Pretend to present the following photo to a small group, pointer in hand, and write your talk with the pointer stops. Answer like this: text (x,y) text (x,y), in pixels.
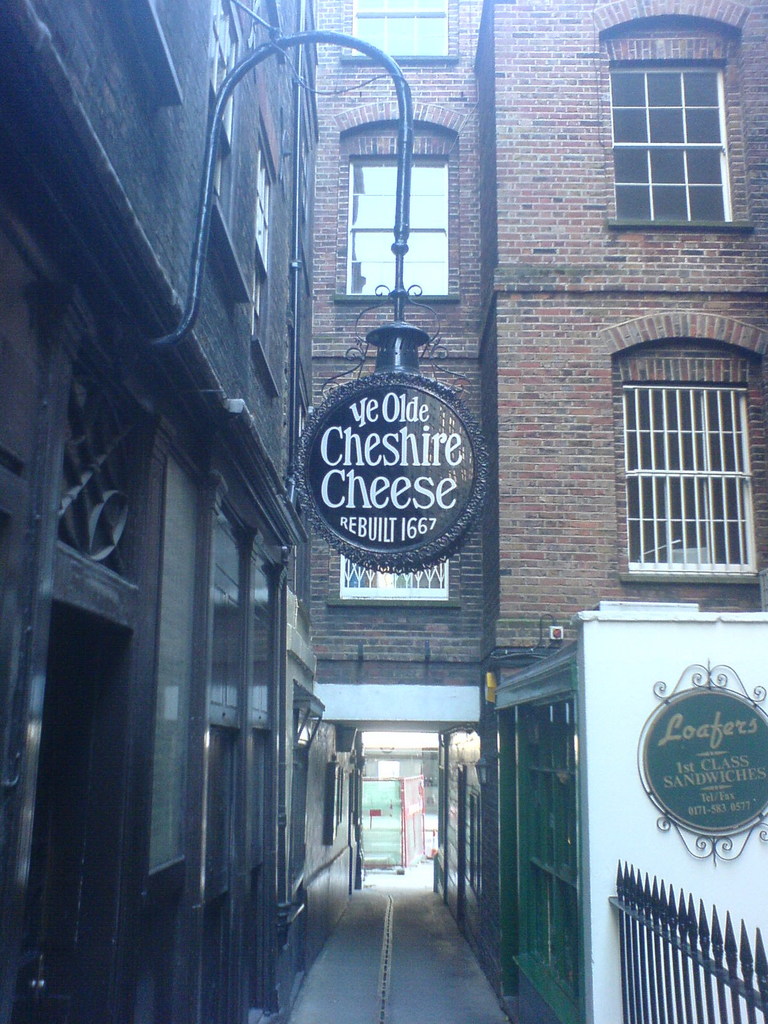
In this image we can see a building (319,255). On the building (344,122) we can see the windows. In the middle (379,489) we can see a board (341,514) attached to the building (270,390). On the board (372,379), we can see some text (394,406). On the right side (701,788), we can see a board (680,757) with text (667,724). In the bottom right (667,934) we can see a fencing (670,924).
